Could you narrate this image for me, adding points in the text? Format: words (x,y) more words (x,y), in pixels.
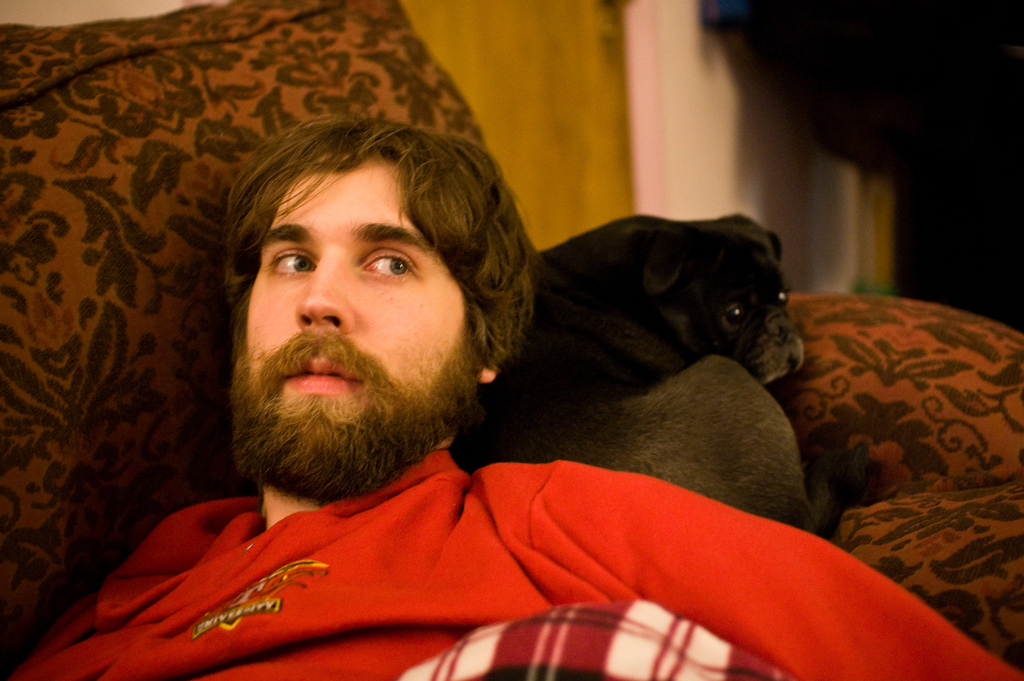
In this image there is a person (444,529) with red color shirt (425,544) laying in the couch (829,447), and there is a dog (757,407) in the couch (832,432), and in back ground (771,133) there is a wall (670,132).
